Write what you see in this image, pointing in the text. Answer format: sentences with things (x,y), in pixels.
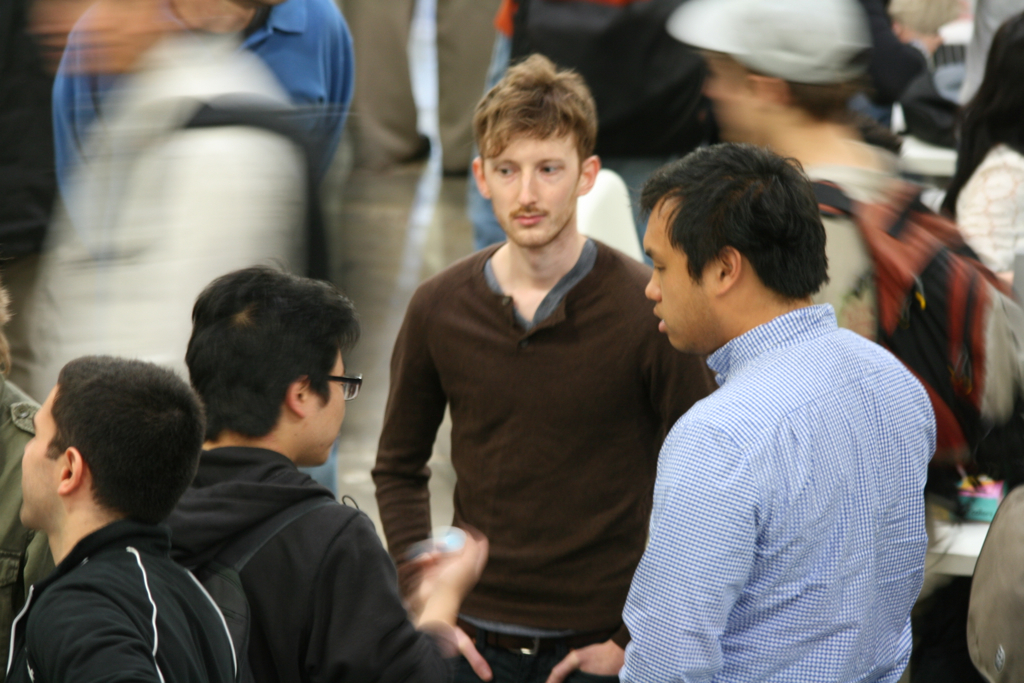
In this image there are people (481,404). On the right side (1010,593), there is a table (962,572) and chair (1004,634). There is blurry in the background (937,635).
